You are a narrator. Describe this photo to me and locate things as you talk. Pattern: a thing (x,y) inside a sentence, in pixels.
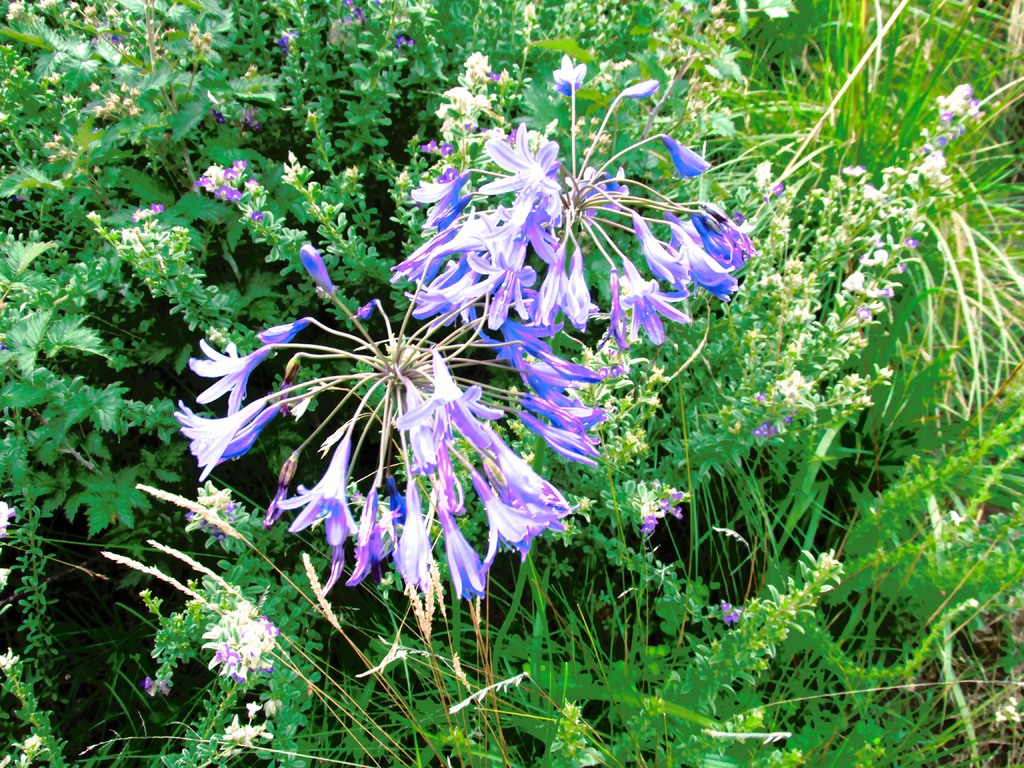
In this image we can see the grass (356,596) and plants (29,291). There are colorful flowers (393,514). This image is sunny.
